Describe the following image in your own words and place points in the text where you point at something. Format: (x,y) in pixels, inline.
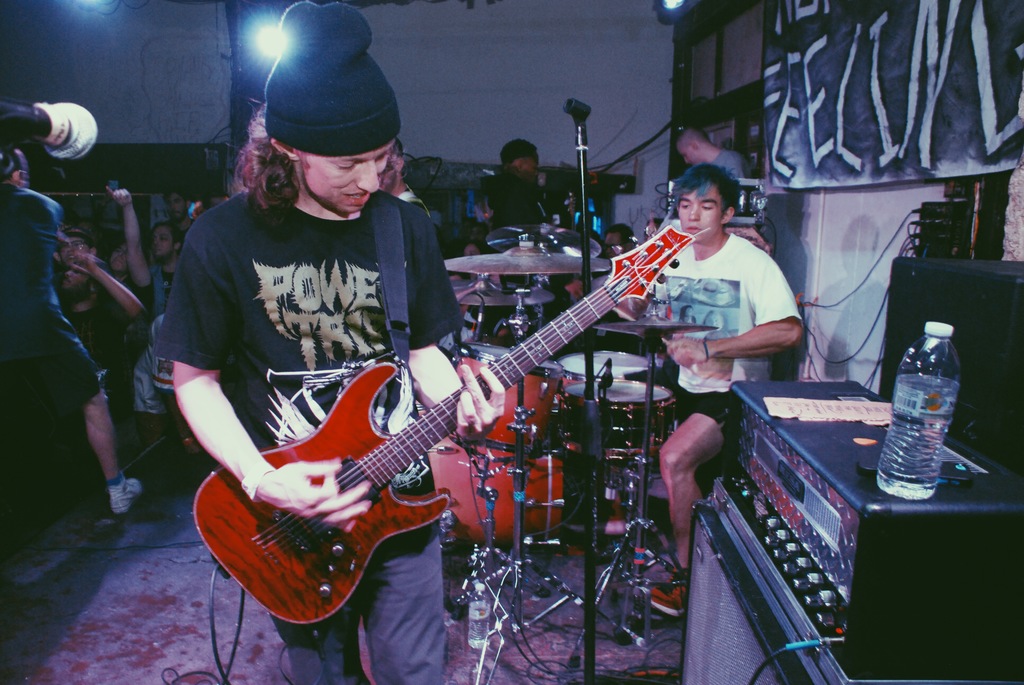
In the image we can see there is a man (351,367) who is standing and holding guitar (396,444) in his hand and at the back (633,306) people (74,240) are standing.
